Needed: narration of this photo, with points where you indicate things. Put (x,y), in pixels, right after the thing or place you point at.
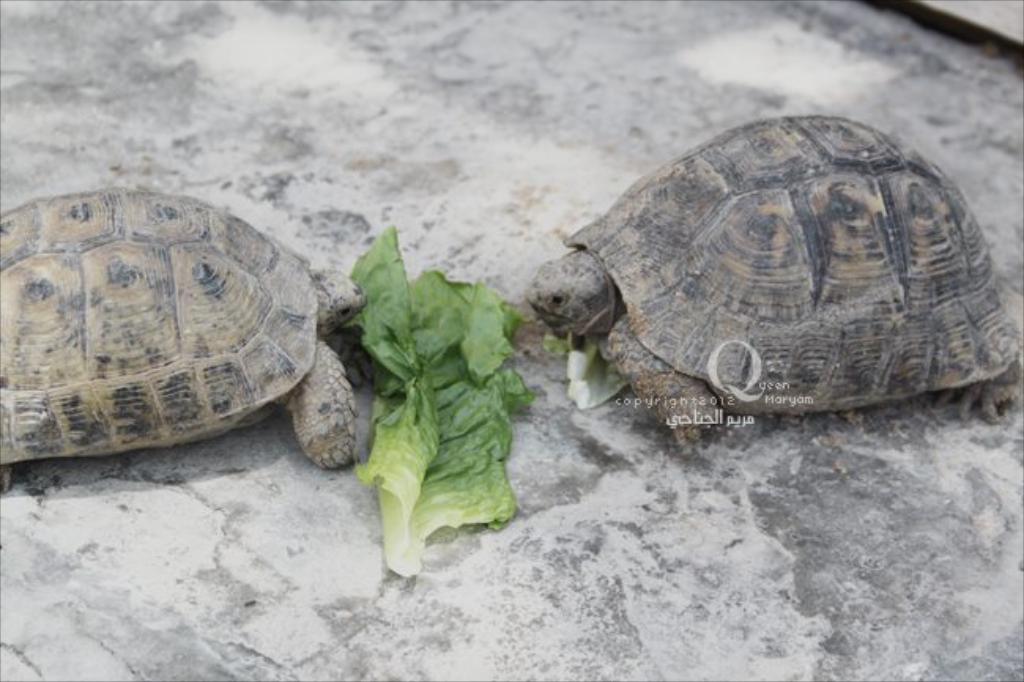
In this image we can see tortoises (750,252) on a surface (11,172). In between the tortoises (357,298) we can see the leaves (498,382).
